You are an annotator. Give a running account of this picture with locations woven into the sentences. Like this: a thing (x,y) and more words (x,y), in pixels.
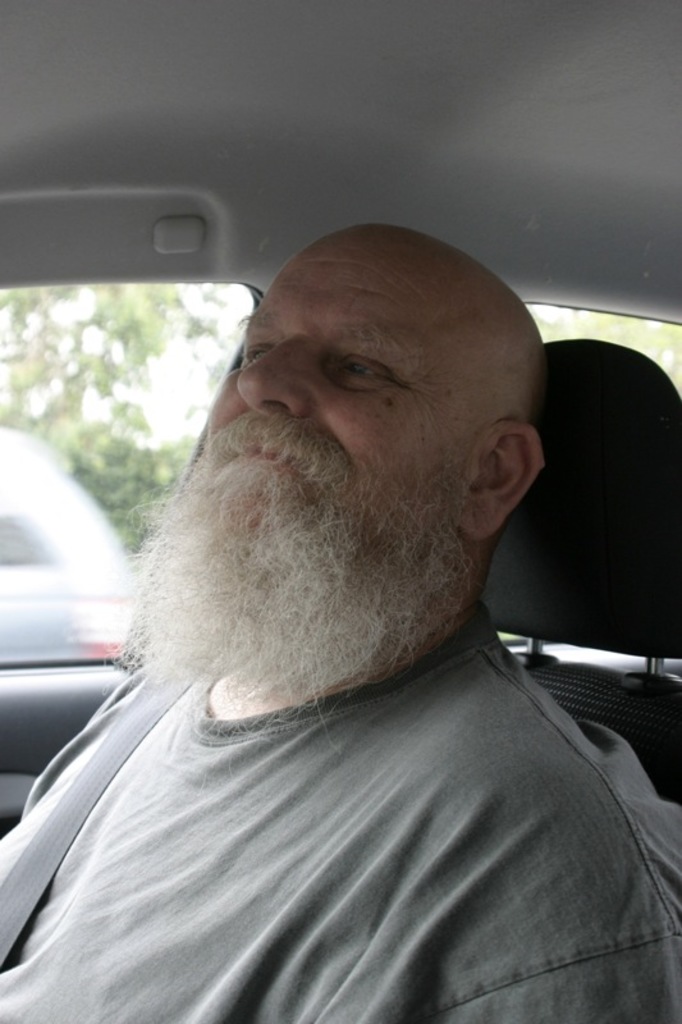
In a picture there is a person (366,805) sitting in a car (102,690) through the glass window (134,461) we can see a vehicle (66,590) and trees (18,360).
